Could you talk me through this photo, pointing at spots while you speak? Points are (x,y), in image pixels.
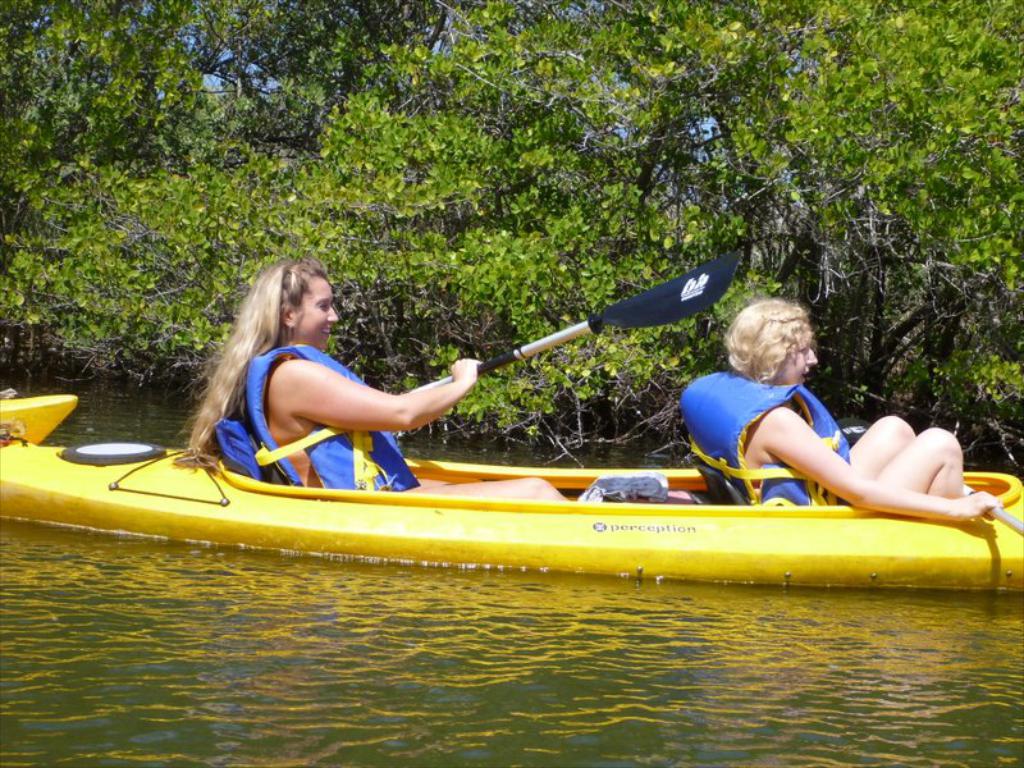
In this image we can see two women (377,391) wearing life jackets (328,479) and holding paddles (717,270) in their hands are sitting in the yellow color boat (974,547) which is floating on the water (433,680). In the background (10,309), we can see another boat (60,406) and trees (729,86).
